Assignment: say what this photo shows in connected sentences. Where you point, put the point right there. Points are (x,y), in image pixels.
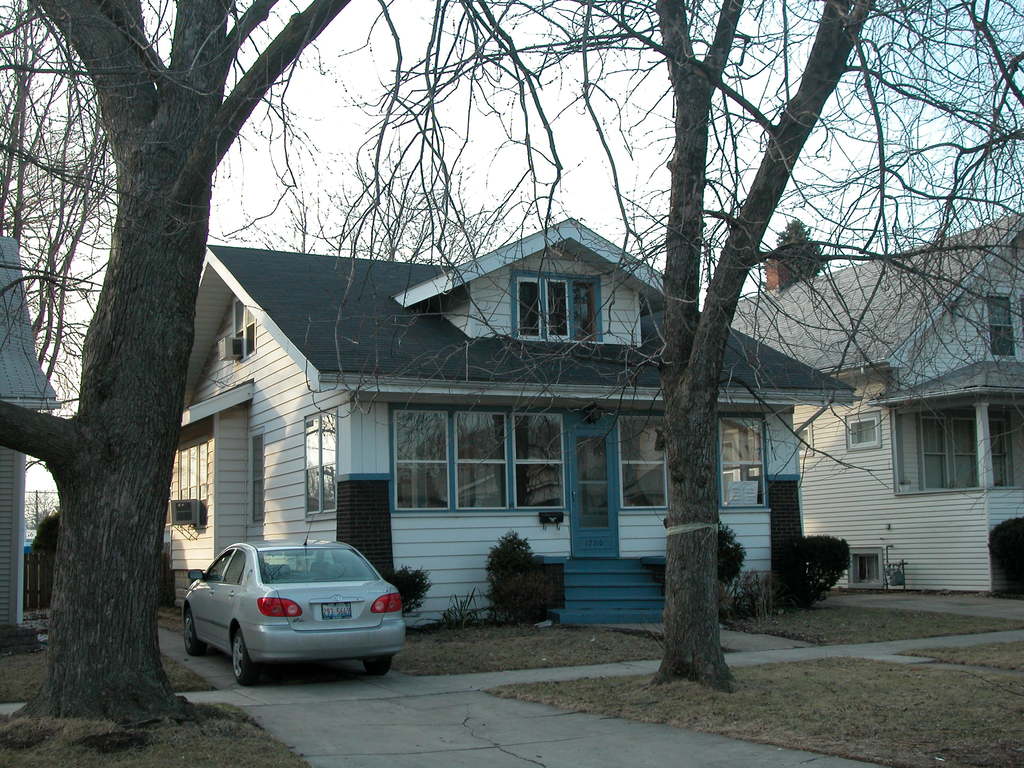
In this image we can see a car (355,584) parked on the path (307,747). In the background (946,472) we can see group of buildings (432,358), trees (143,434) and sky (384,139).
